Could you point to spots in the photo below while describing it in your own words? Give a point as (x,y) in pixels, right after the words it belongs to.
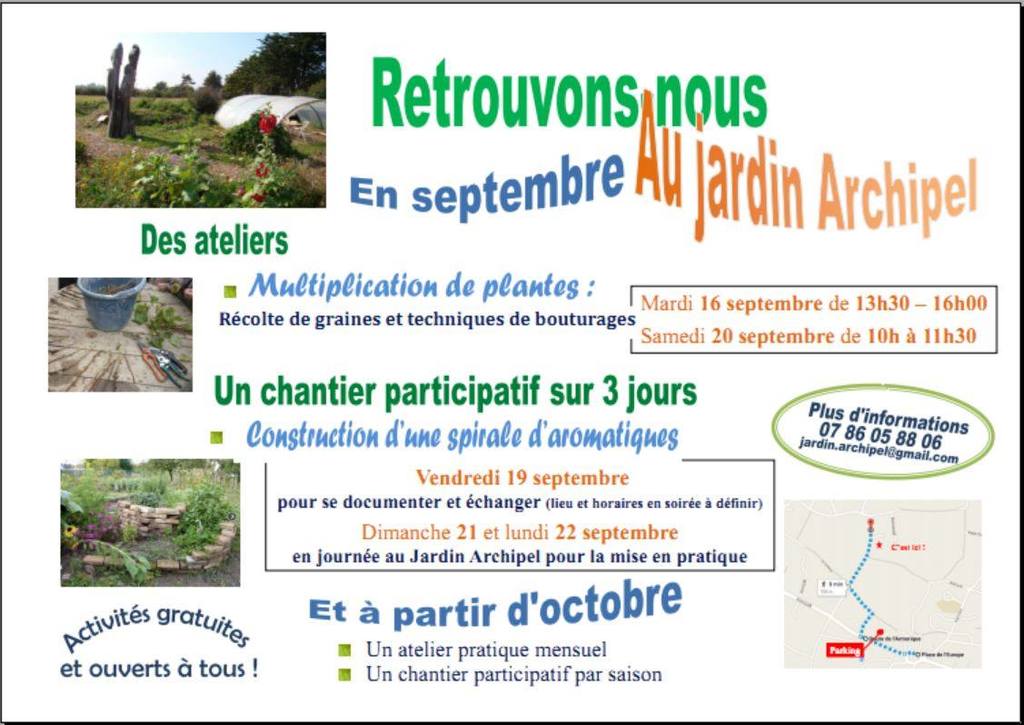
In this image we can see four pictures (901,584) and a text (389,428) is on a poster (269,160).
